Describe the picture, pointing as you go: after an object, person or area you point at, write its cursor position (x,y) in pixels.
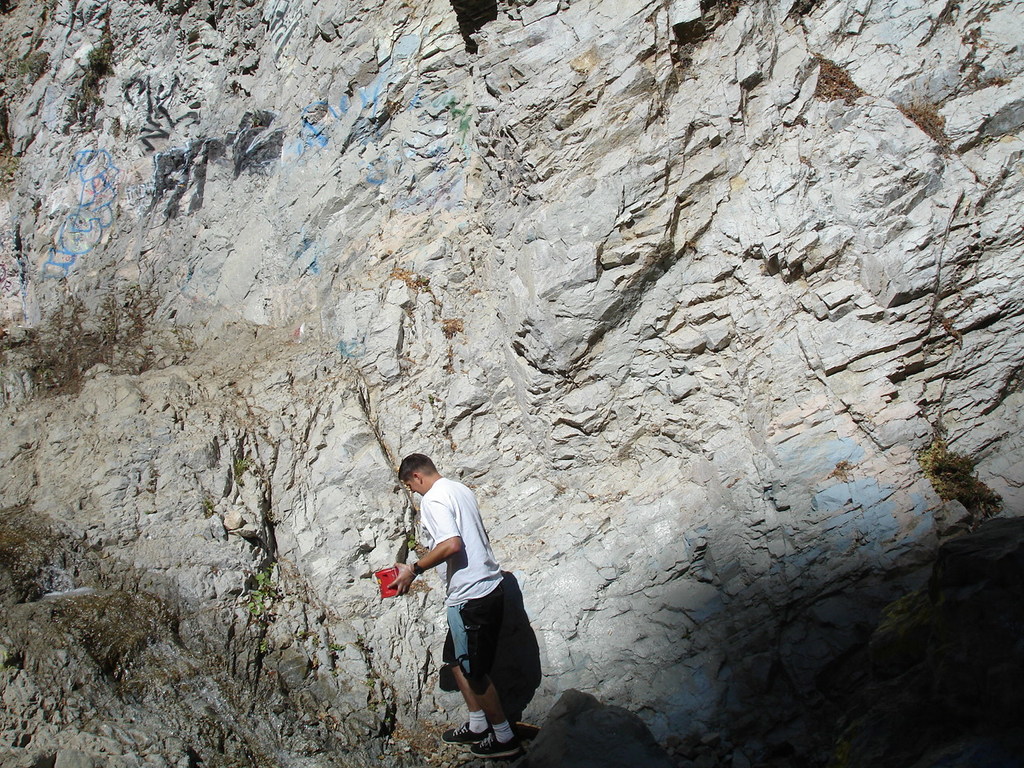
In the picture we can see a rocky hill (943,608) and a man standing near to it and the man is wearing a white T-shirt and holding some box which is red in color.
